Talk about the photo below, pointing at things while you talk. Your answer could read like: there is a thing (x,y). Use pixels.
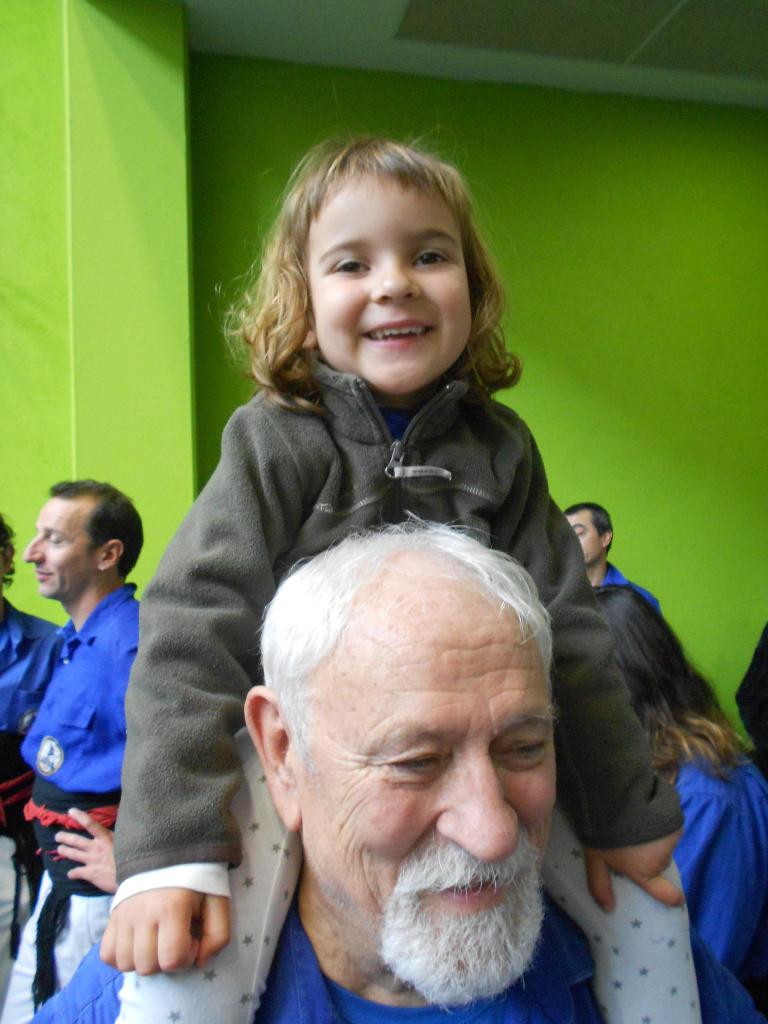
In this image, I can see a small girl (411,294) sitting on the man (499,982) and smiling. I can see few people (766,708) standing. This looks like a wall (572,197), which is green in color.
